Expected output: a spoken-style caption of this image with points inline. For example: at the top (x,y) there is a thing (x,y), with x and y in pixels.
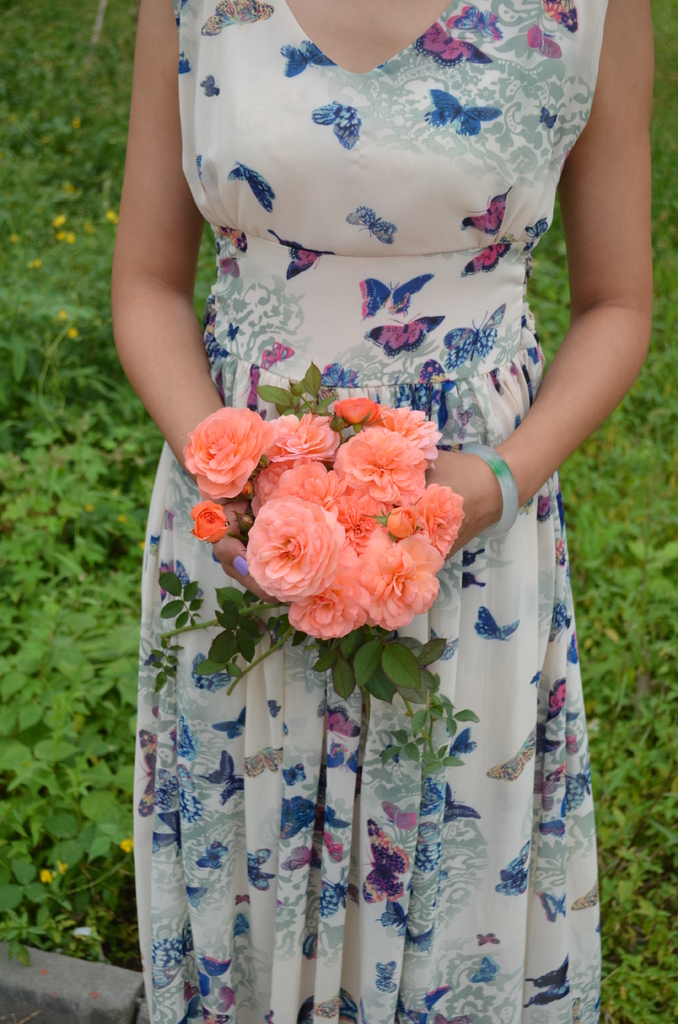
In this image I can see a woman (326,253) wearing white, blue and pink colored dress (339,197) is standing and holding few flowers (331,456) in her hand (452,491) which are orange in color. In the background (120,499) I can see grass (94,504) and plants (46,499) which are green in color.
